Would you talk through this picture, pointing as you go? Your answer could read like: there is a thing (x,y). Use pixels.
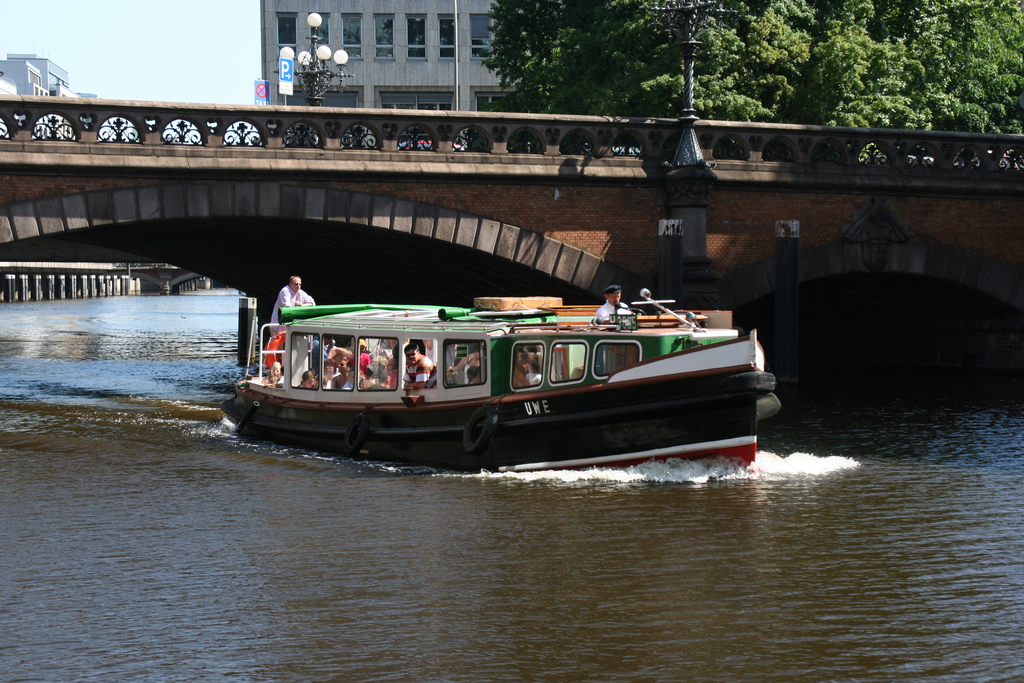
In this picture there is a boat (539,339) which has few people (474,354) in it is on the water (677,473) and there is a bridge (308,173) above it and there are buildings (383,77) and trees (593,37) in the background (602,34).
